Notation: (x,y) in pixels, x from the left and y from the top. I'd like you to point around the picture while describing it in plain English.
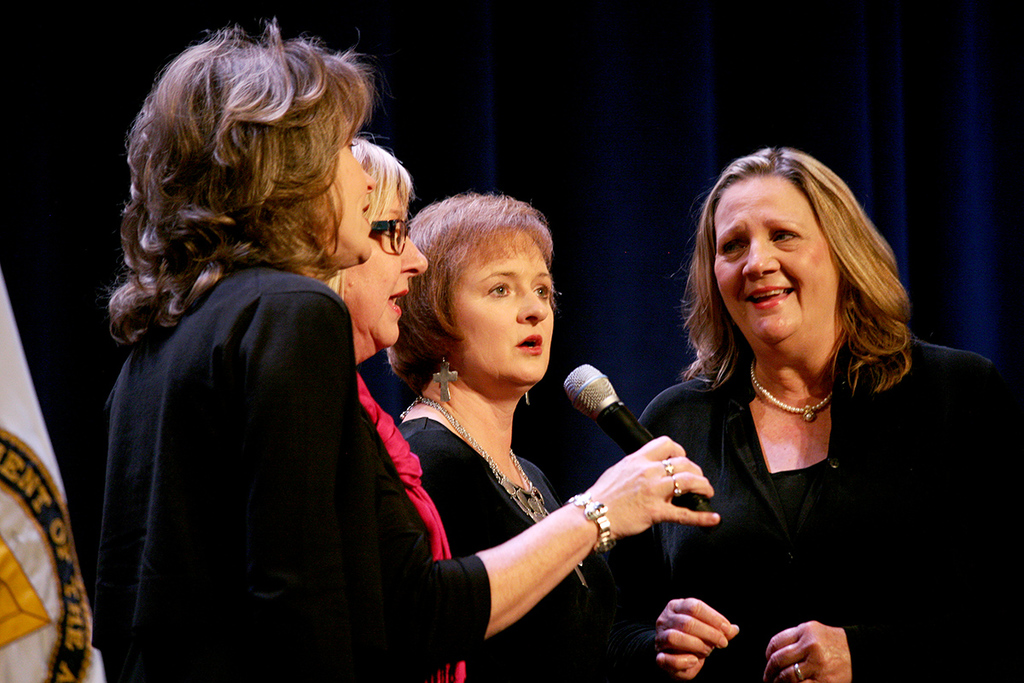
The women (418,490) wearing pink is standing and holding a mic (630,418) in her hand (666,447) and there are three other people's (527,373) beside her are singing with her.
